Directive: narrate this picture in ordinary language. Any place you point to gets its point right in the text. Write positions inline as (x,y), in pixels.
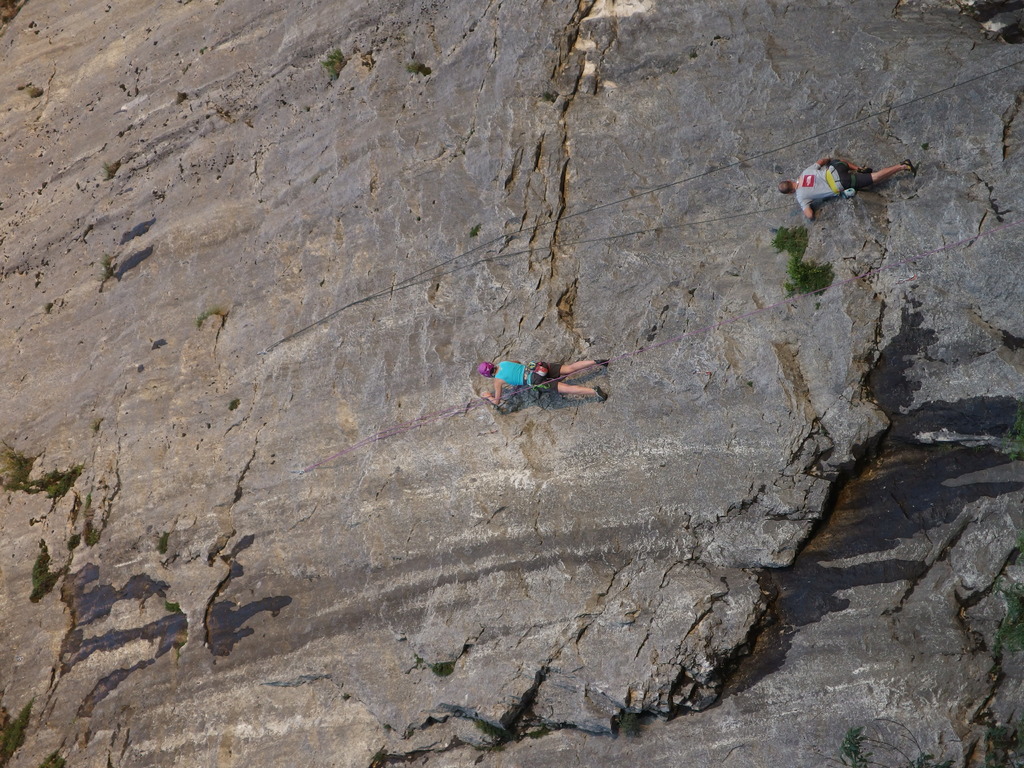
In this image we can see these two persons (505,367) trekking on the rock hill (413,272) using ropes (768,310). Here we can see the water (117,682).
